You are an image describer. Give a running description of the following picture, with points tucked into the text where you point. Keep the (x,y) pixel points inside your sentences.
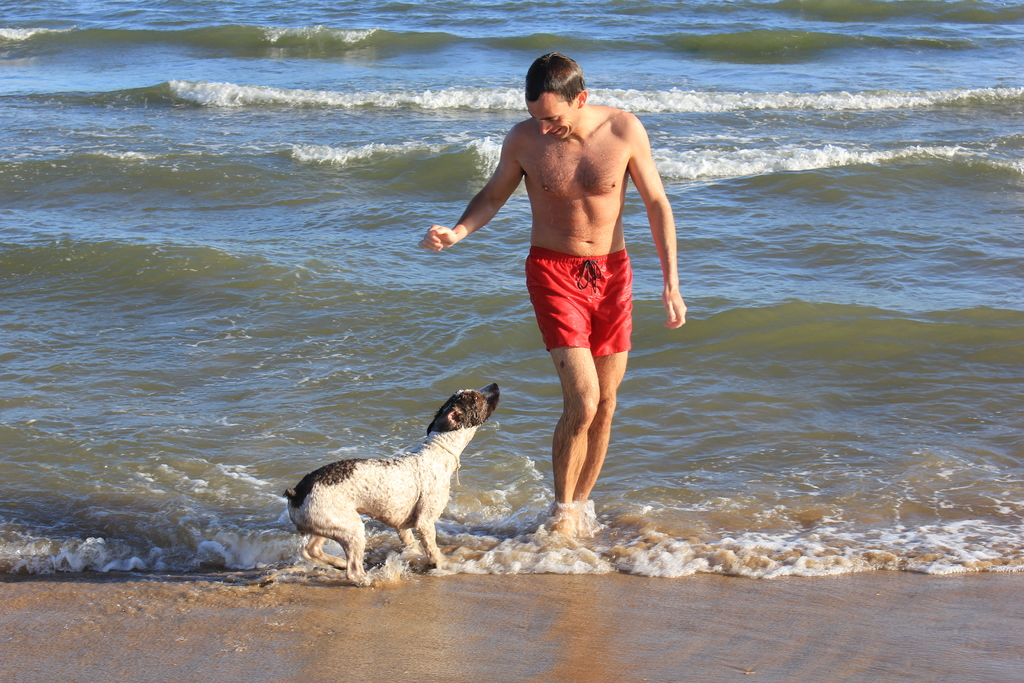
This picture describe about the man (571,166) wearing red color shorts (562,334), standing and looking to the white and black dog (384,497). Behind we can see water waves (683,225).
